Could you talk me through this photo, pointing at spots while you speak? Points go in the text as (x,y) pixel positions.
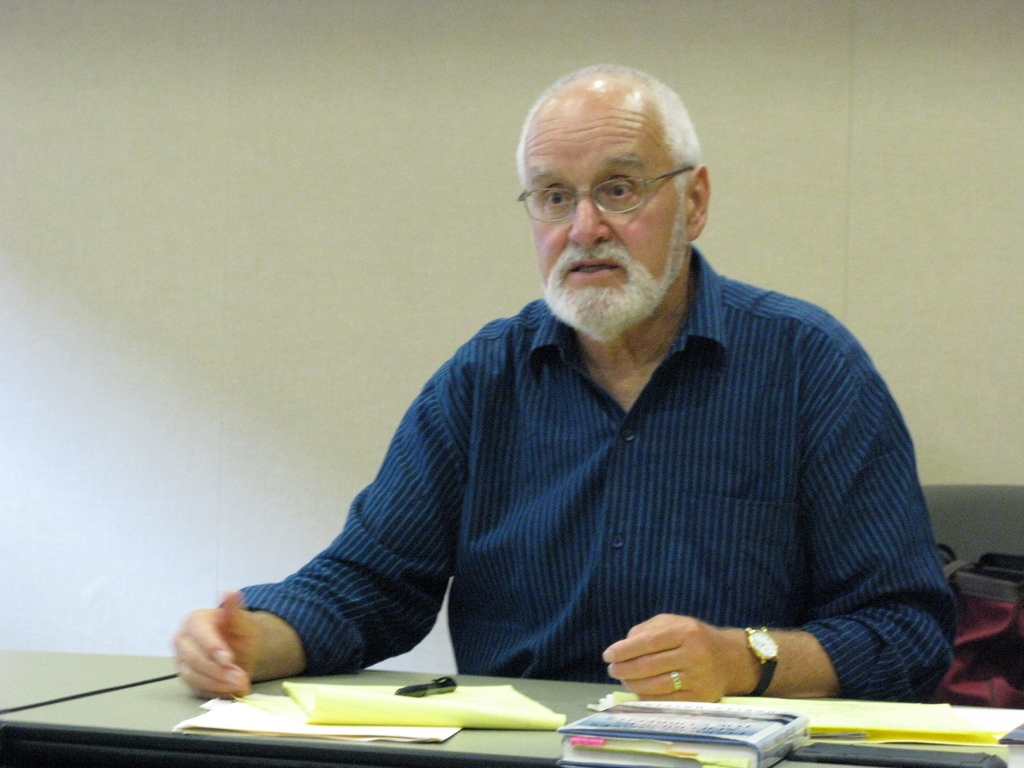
In this image I can see a man (596,503) is sitting, he wore shirt (672,510), spectacles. There are papers (458,727) and books (719,765) on the table (475,741), behind him there is a wall (349,305).
